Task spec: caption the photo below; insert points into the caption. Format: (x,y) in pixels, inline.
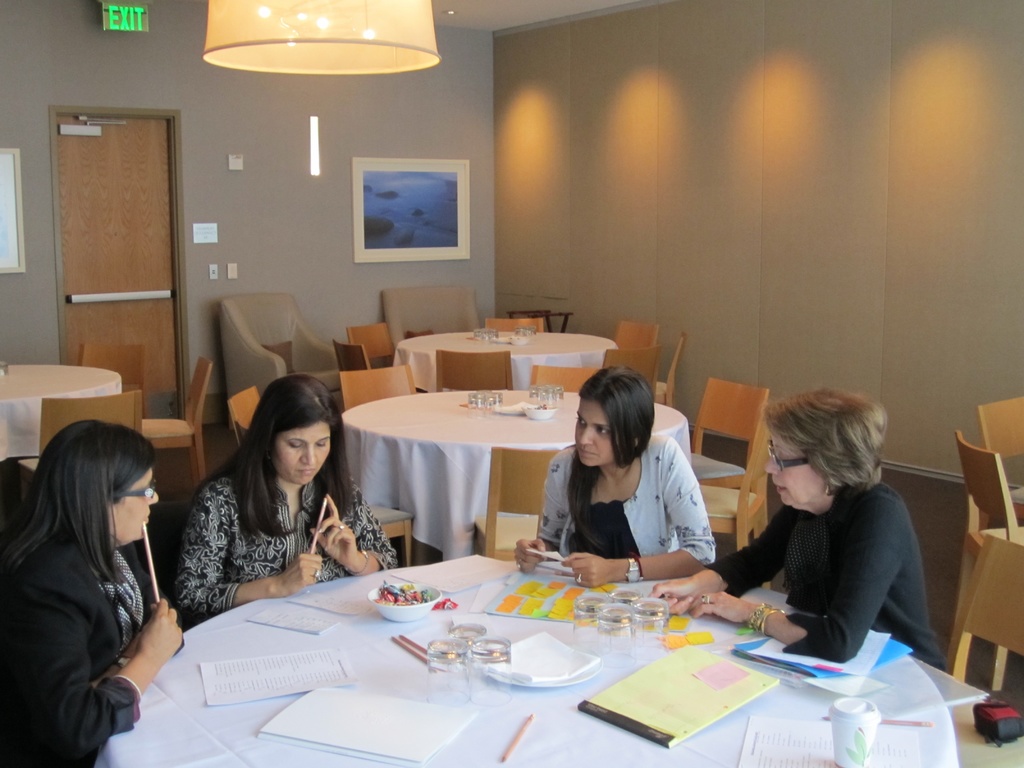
In this image i can see four women (94,551) sitting there are few papers (321,724), pens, book (608,697), glass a bowl (405,606) on a table (397,631) at the back ground (355,397) i can see few other tables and chairs (507,372) a frame (368,175) attached to a wall (276,230), a door (129,228) at the top (321,35) i can see a light (346,30).
